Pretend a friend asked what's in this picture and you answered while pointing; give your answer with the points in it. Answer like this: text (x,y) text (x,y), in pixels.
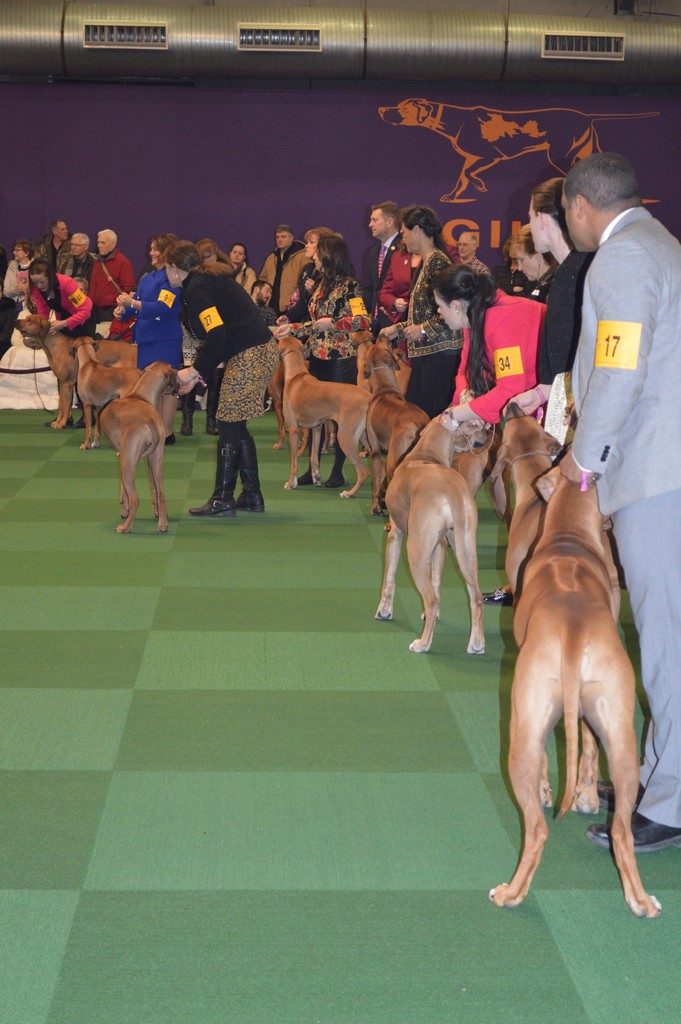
In this picture we can see a group of people (608,267) standing on the floor (172,657) with stickers (627,327) on them, dogs (367,368).
